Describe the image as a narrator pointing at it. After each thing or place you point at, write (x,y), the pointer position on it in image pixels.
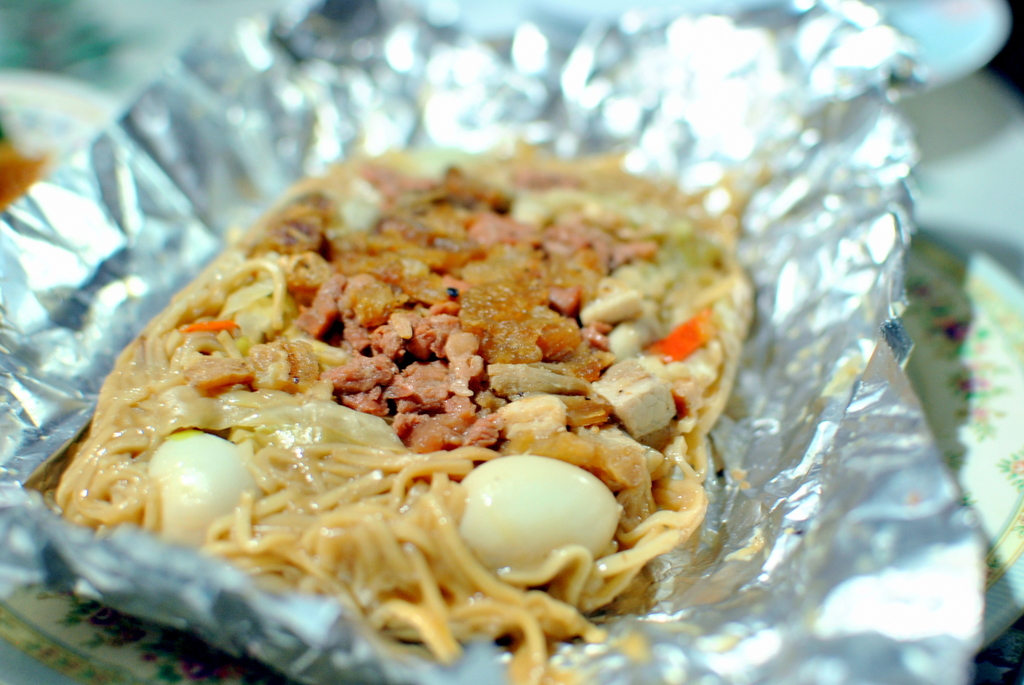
In this picture, we see the aluminium paper (824,324) containing noodles (507,584) and eggs (530,510) is placed on the white plate (994,432). This picture is blurred in the background (234,62).
